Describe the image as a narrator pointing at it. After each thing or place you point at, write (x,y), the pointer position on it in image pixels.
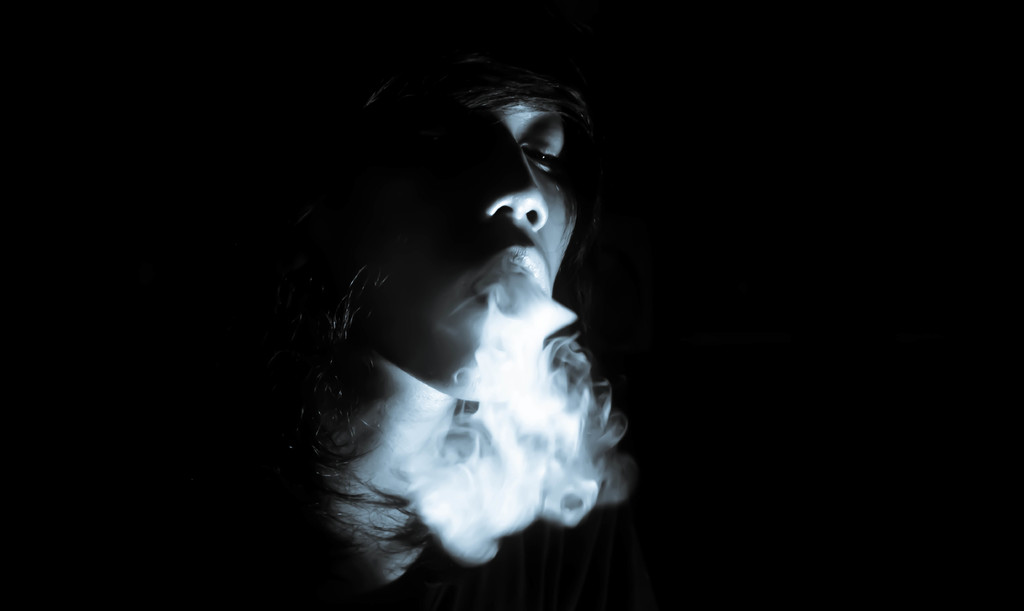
In this picture I can observe a person (351,203). I can observe smoke (512,371) coming from the person's mouth (500,277). The background (168,133) is completely dark.
